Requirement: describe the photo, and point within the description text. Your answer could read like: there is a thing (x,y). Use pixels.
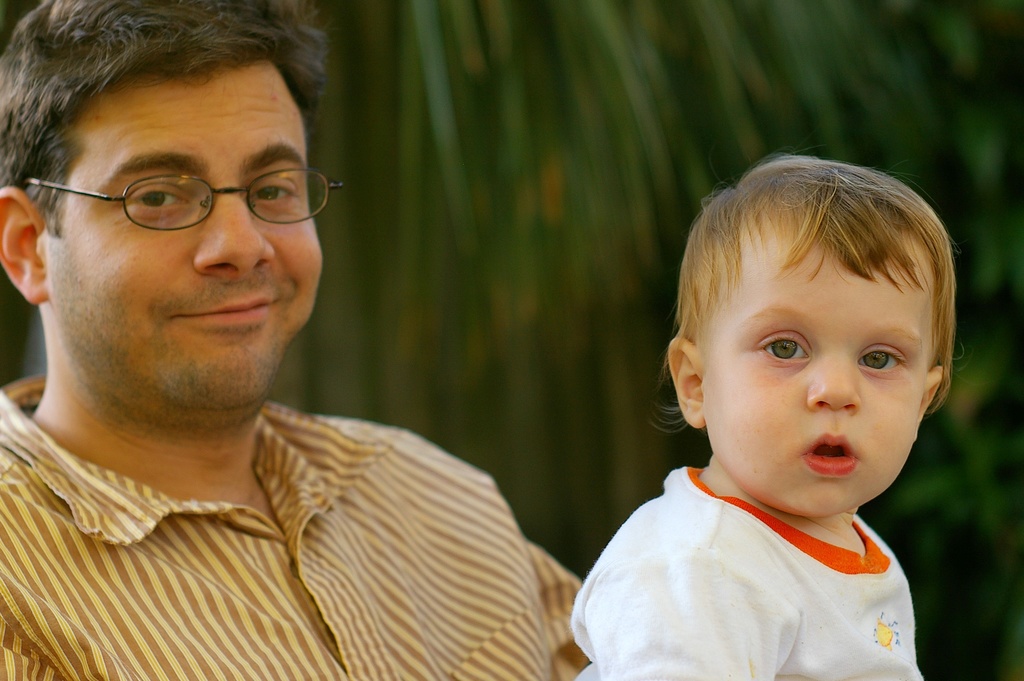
In the image there is a man (163,535), he is smiling and beside the man (395,528) there is a kid (753,540) and the background of these two people (362,590) is blur.
